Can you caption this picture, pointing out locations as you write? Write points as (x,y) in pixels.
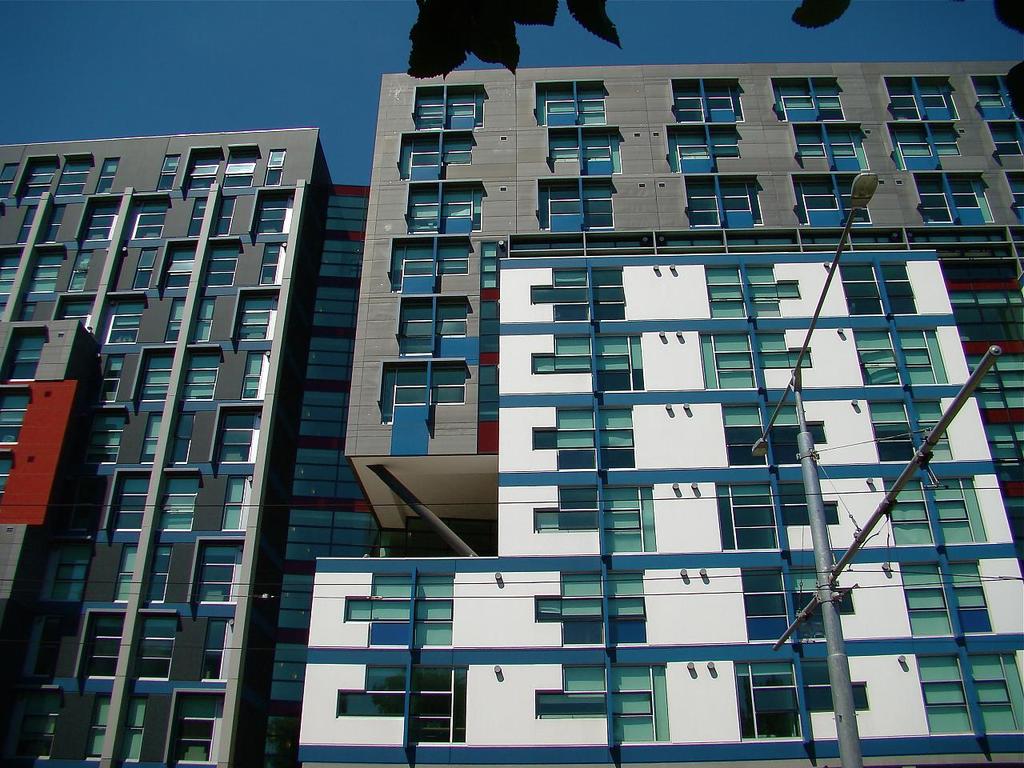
In this image we can see buildings (650,372), street pole (810,432), street lights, leaves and sky (329,61).
